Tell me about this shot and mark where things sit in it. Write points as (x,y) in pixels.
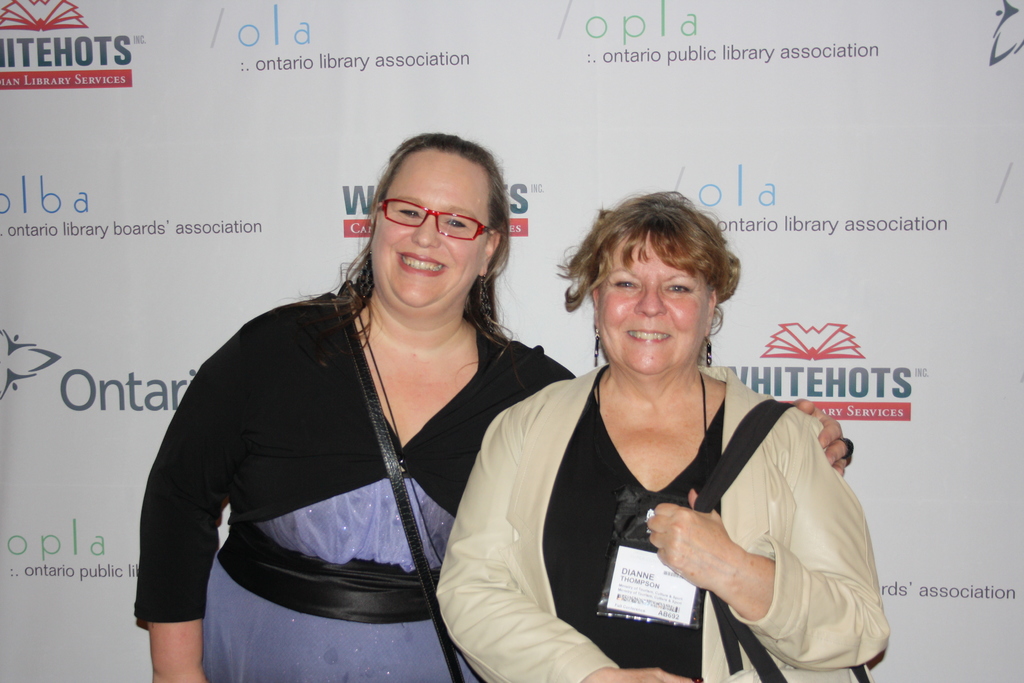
In this picture we can see two women (359,506) are standing and smiling, a woman (441,490) on the left side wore spectacles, in the background (799,388) we can see logos (790,342) and some text (825,378).
